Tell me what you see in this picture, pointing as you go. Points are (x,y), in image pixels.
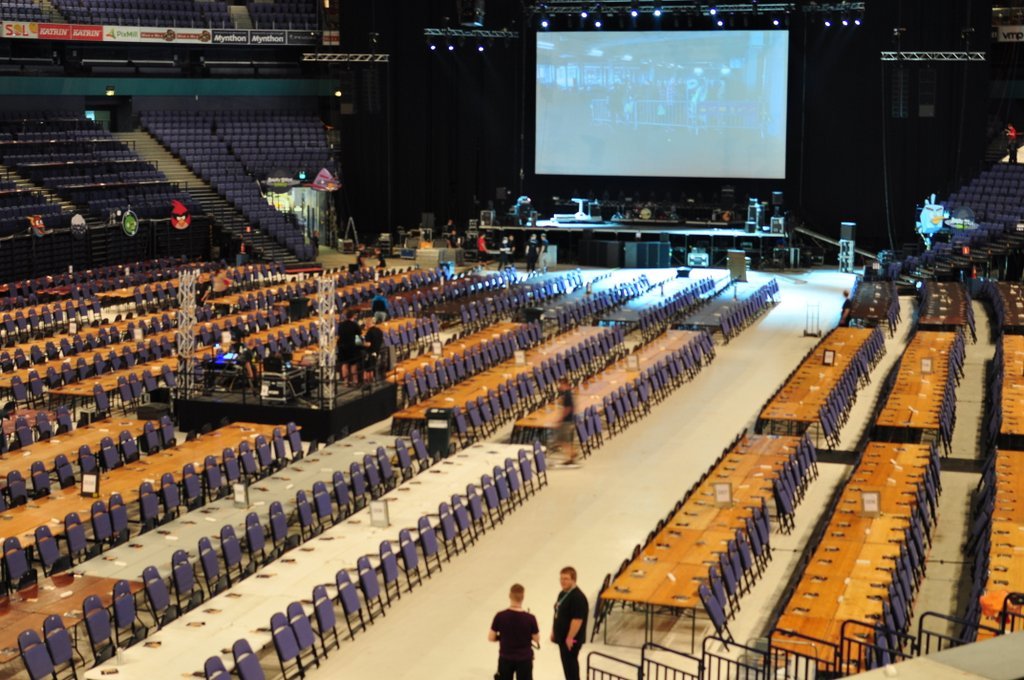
In this image I can see the floor (603,490), number of tables (536,353), number of chairs (476,368), few persons (583,603) standing, few lights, few metal rods (609,3) and a huge screen (677,101). I can see the stadium (211,125) and number of chairs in the stadium (208,108).
